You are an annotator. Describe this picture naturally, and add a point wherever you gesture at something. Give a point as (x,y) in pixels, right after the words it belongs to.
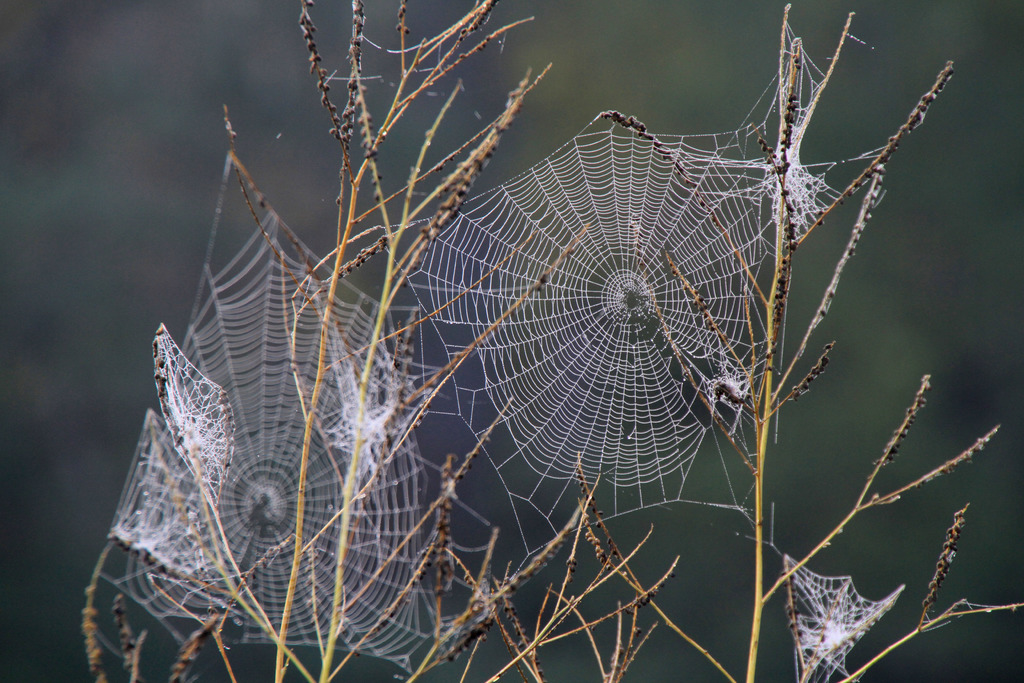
In this image I can see spider nets (595,476) on the plants (609,558). The background (923,169) is dark in color. This image is taken may be during day.
